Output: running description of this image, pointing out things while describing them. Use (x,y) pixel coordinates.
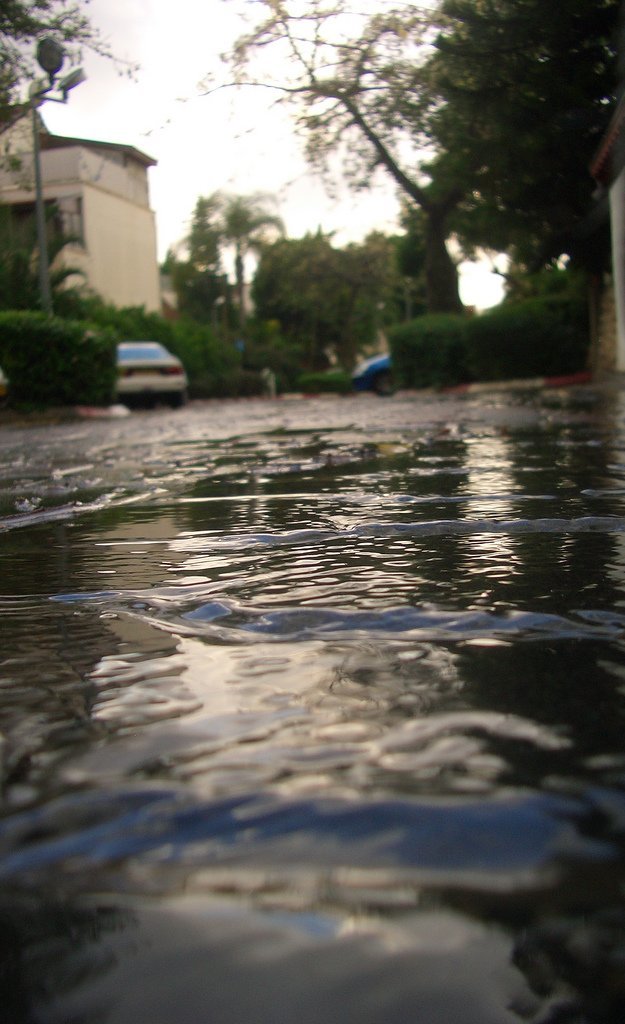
In this image we can see many trees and plants (440,330). We can see a building (77,257) at the left side of the image (107,203). There is a vehicle (154,366) in the image. We can see some water (292,722) on the ground (300,613). We can see the sky (163,111) in the image.
